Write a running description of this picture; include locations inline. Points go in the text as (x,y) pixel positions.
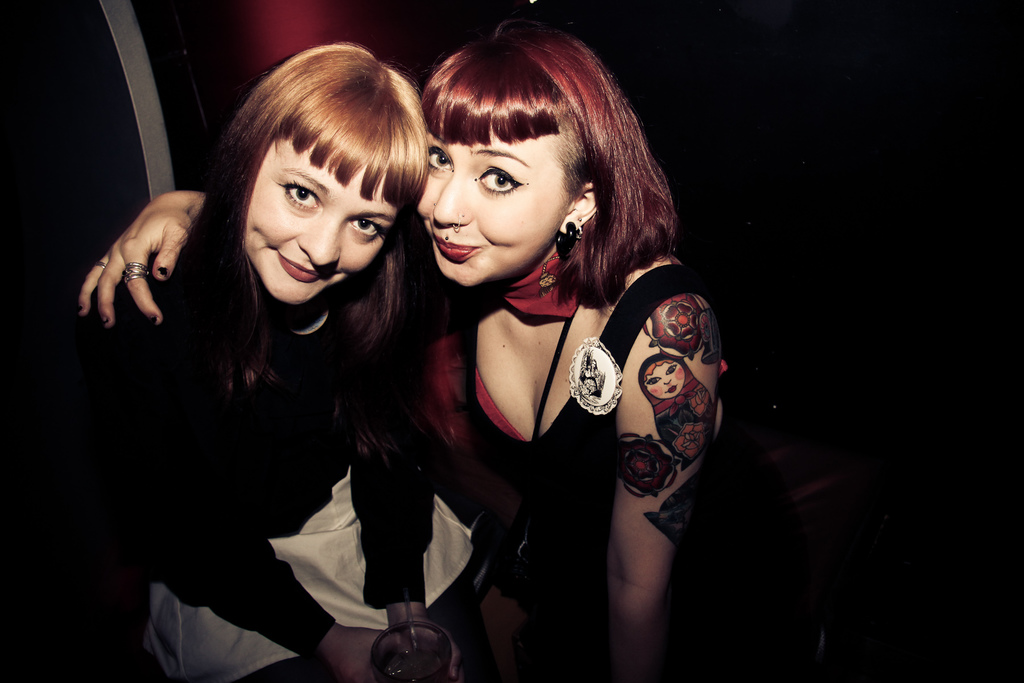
In this image we can see two girls (427,420) sitting and one of the girls (353,602) is holding a glass (390,626). The background (924,506) is dark.
